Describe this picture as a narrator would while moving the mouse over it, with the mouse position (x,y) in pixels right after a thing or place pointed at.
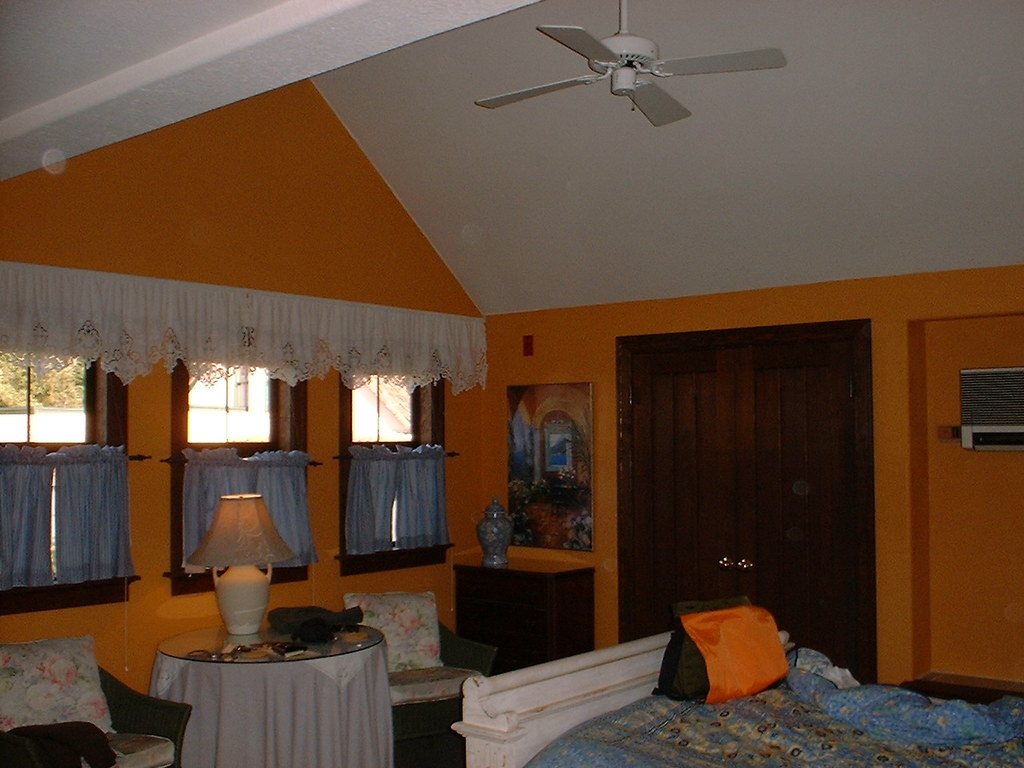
In this picture there is a bed (855,715) which has few objects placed on it and is in the right corner (872,760) and there is a table (256,635) which has a lamp (262,607) and some other objects (292,612) on it and there is a chair (397,665) on either sides of it and there are few windows (173,505) and curtains (210,484) behind it and there is a door (761,442) in the background (722,485).
